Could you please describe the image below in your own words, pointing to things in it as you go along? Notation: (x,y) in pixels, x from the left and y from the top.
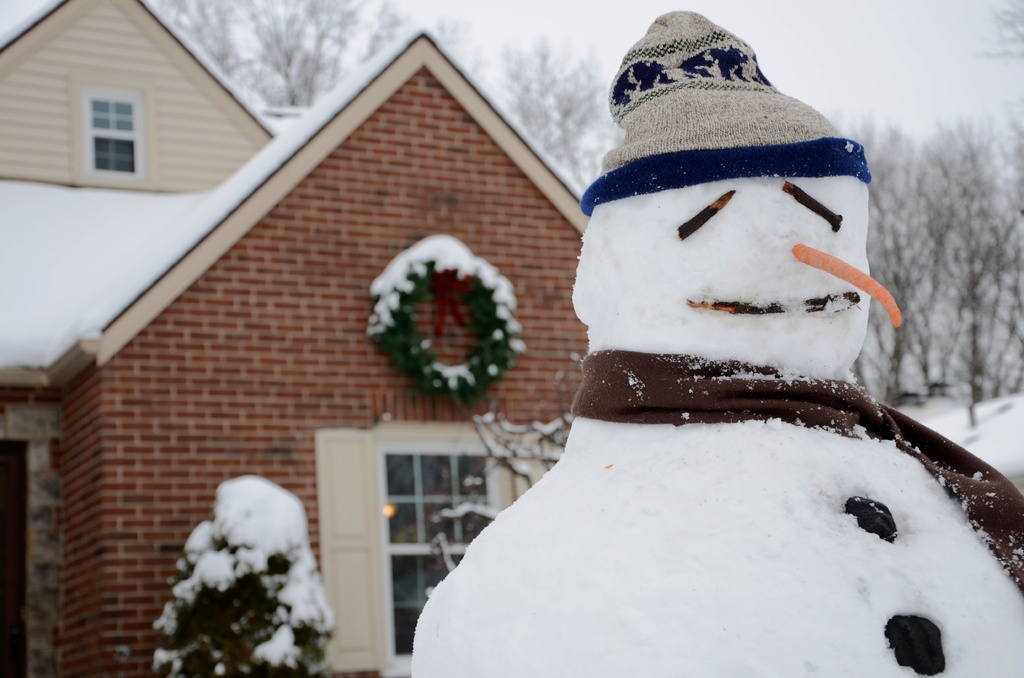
In this image I can see a snowman (667,296) wearing brown colored scarf (722,413) and a cap (728,116). In the background (249,284) I can see a building (348,273) which is made up of bricks (331,311), a Christmas wreath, the window (407,571) of the building (381,562), few trees (456,509) and the snow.
